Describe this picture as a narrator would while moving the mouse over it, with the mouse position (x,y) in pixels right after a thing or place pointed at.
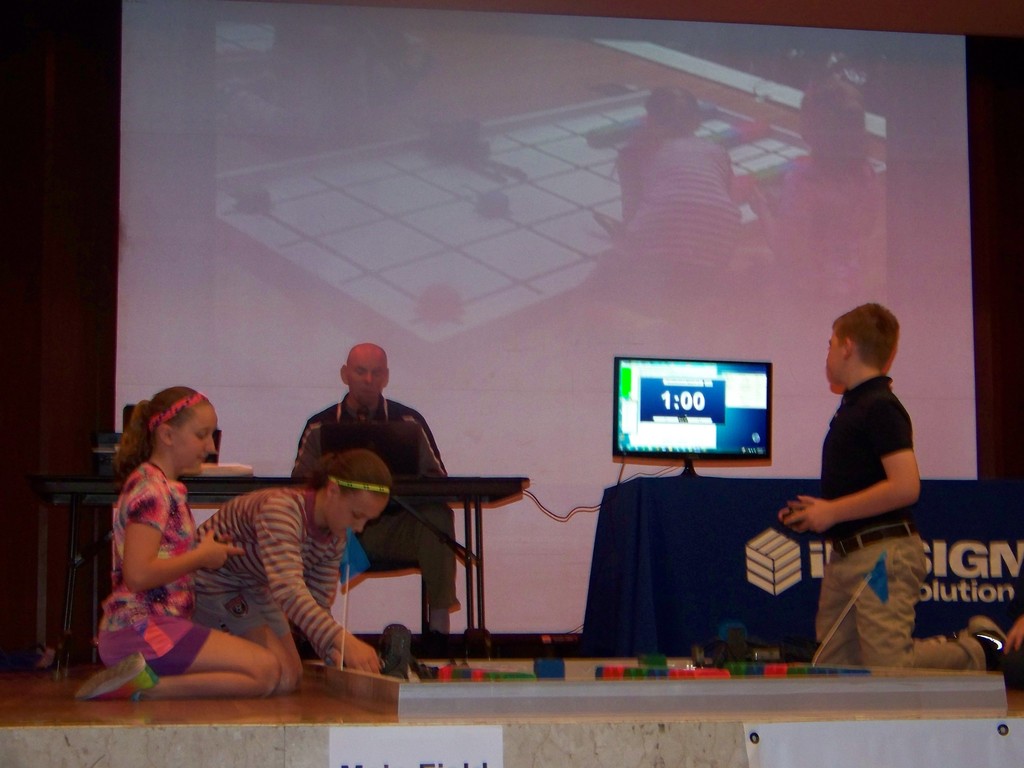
In this image I can see four persons (307,508) on the stage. In the background (265,314) I can see a screen (805,397), wall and a monitor (695,459) on the table (756,501). This image is taken may be on the stage (9,697).
